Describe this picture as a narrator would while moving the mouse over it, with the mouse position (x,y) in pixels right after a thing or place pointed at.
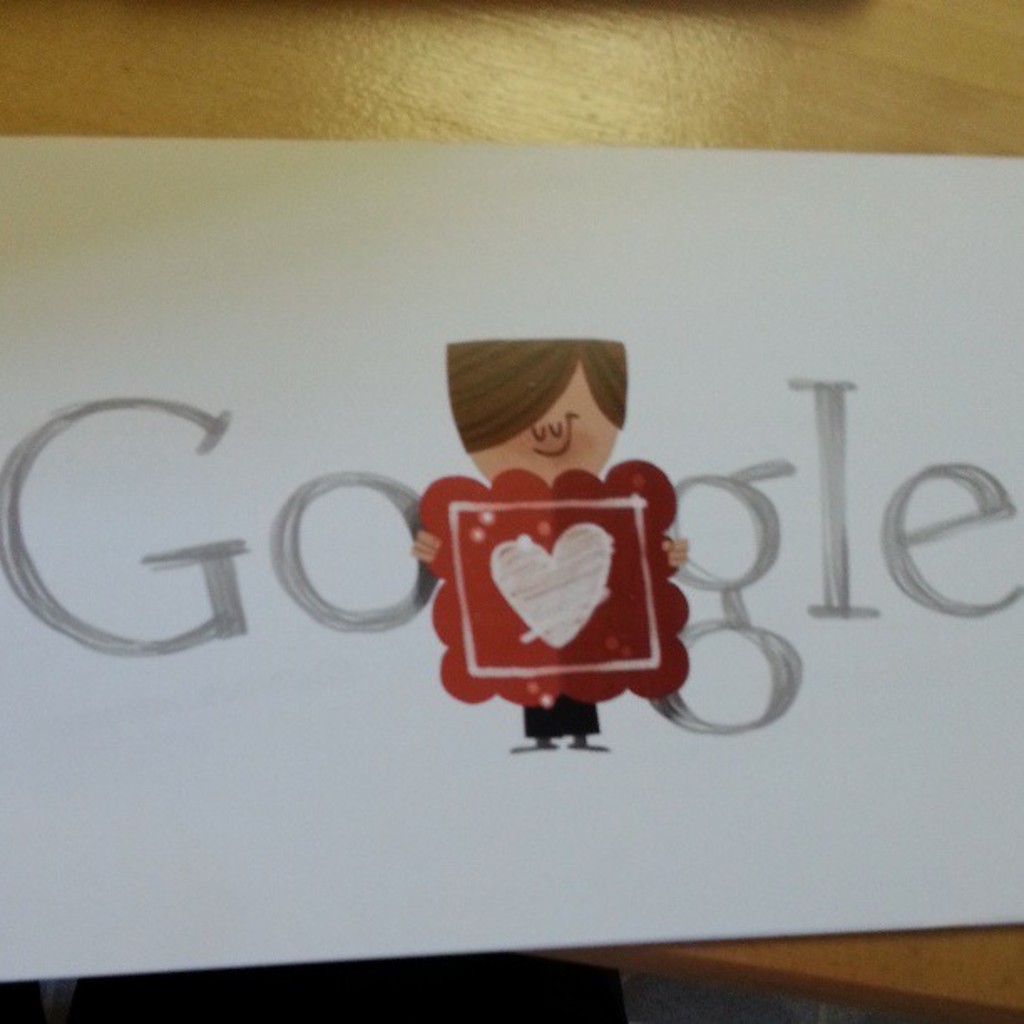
In the center of the image (472,416) we can see some text (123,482) and cartoon image (538,385) are present on the paper (546,571). In the center of the image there is a table (660,93). On the table (668,131) paper (389,837) is there.
